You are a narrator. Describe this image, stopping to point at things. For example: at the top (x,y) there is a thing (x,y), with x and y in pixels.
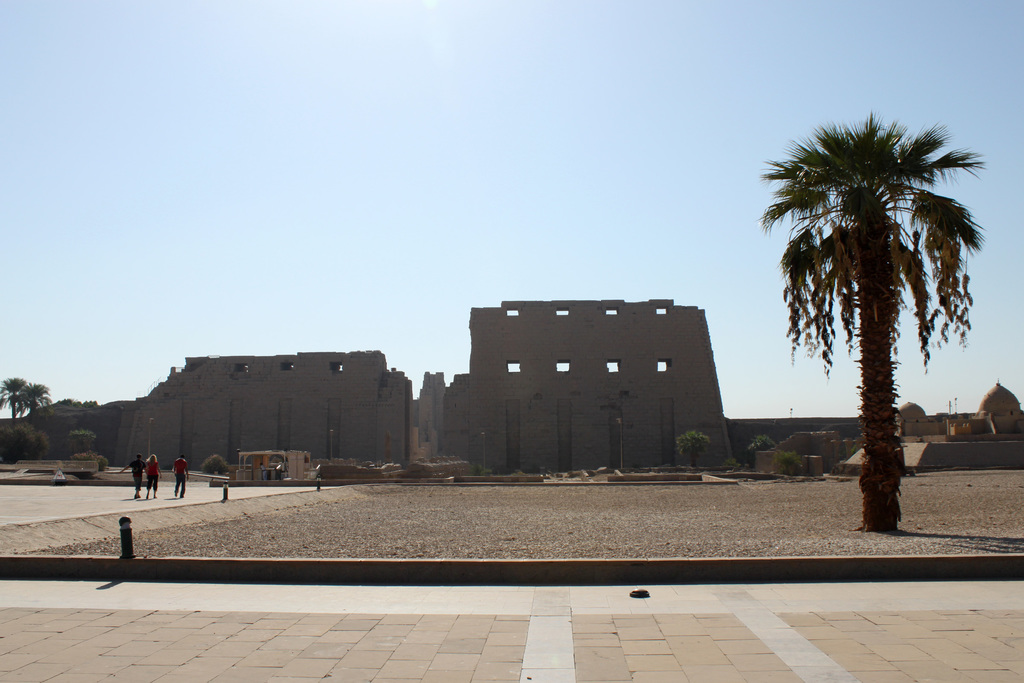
In this image, we can see people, trees (890,464), plants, ground (451,539), walkways (647,625) and few objects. Background (413,474) we can see forts (947,432), walls (586,454) and sky (441,204).
